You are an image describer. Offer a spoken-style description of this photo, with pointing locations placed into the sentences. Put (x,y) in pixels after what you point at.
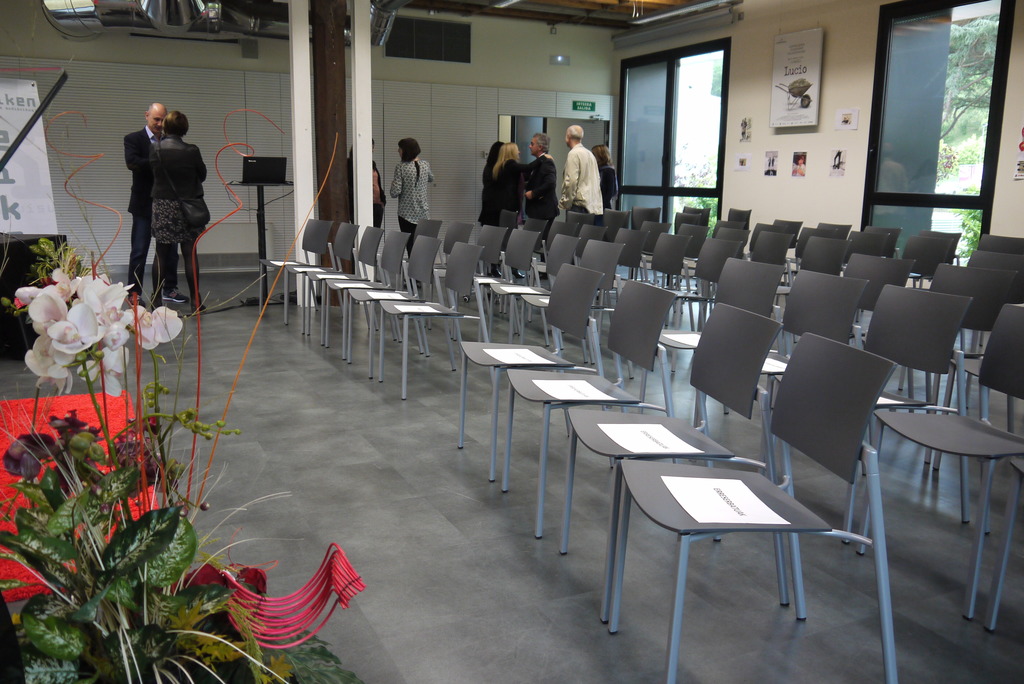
In this image I can see few people (159,231) and number of chairs (326,244). Here I can see flower (148,342). Here I can see glass doors (700,116) near this wall (737,102).
